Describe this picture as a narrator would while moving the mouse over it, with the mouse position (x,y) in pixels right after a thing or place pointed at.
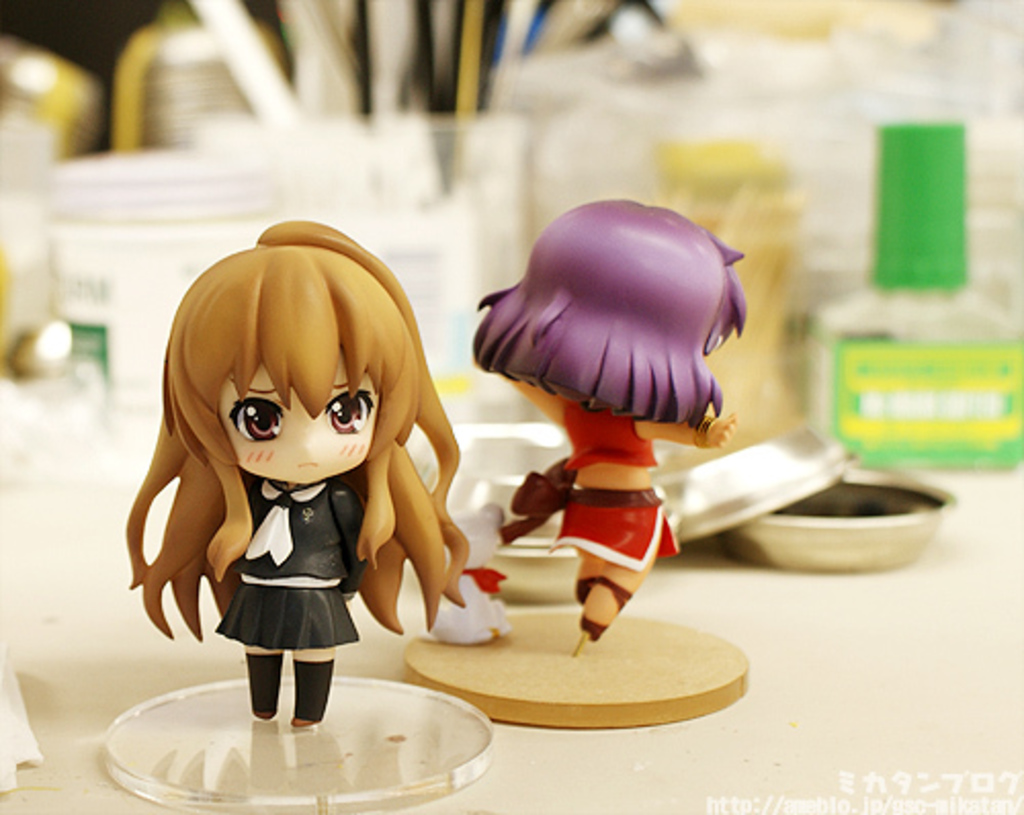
In the picture we can see a two girl dolls (194,515) which are on the round stands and behind it we can see some bottle (988,442) with a green color cap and some bowls (895,547).
